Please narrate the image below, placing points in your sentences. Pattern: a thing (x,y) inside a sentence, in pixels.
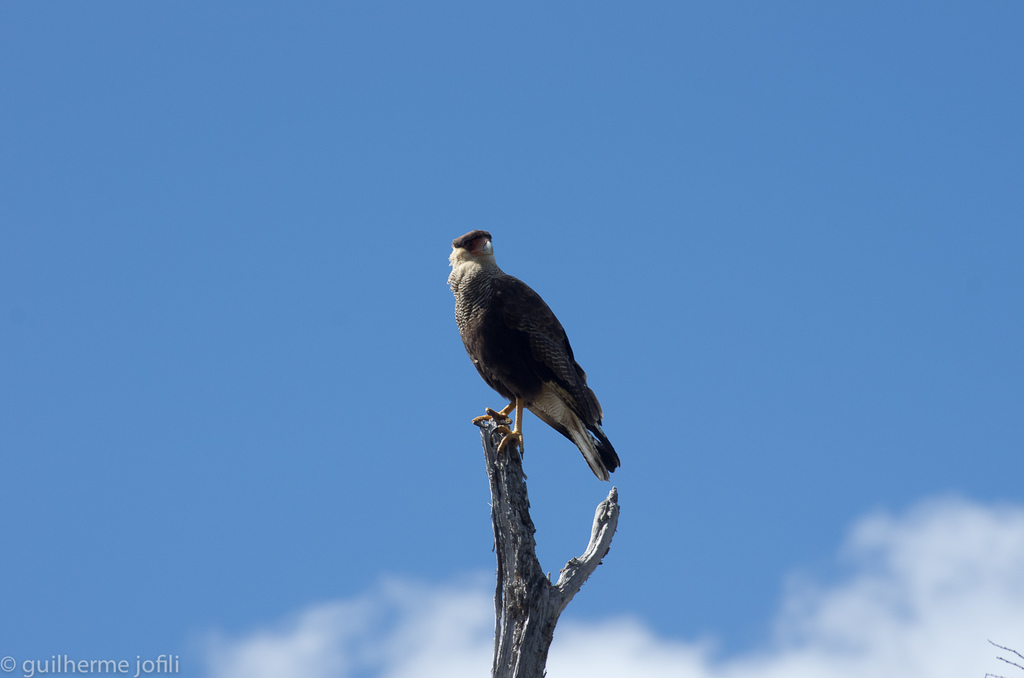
In this picture there is a bird (501,315) standing on the tree branch (520,606). At the top (614,204) there is sky (771,378) and there are clouds (985,643). In the bottom left (171,663) there is a text (114,661).
